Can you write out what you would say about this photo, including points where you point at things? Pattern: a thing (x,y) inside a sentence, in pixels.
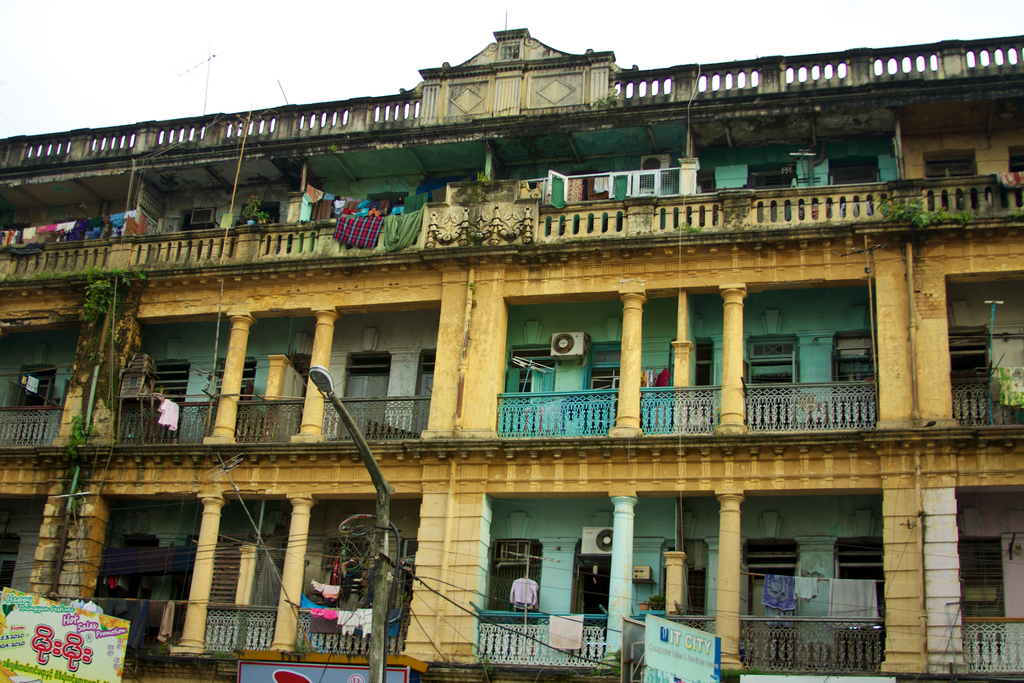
In the picture we can see an old building (455,577) with a window (932,171), pillars (287,577) and railings (1008,636) to it and on the walls (512,479) we can see some clothes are dried and near the building (697,350) we can see a pole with a light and some wires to it and in the background (616,24) we can see a sky (80,48).
